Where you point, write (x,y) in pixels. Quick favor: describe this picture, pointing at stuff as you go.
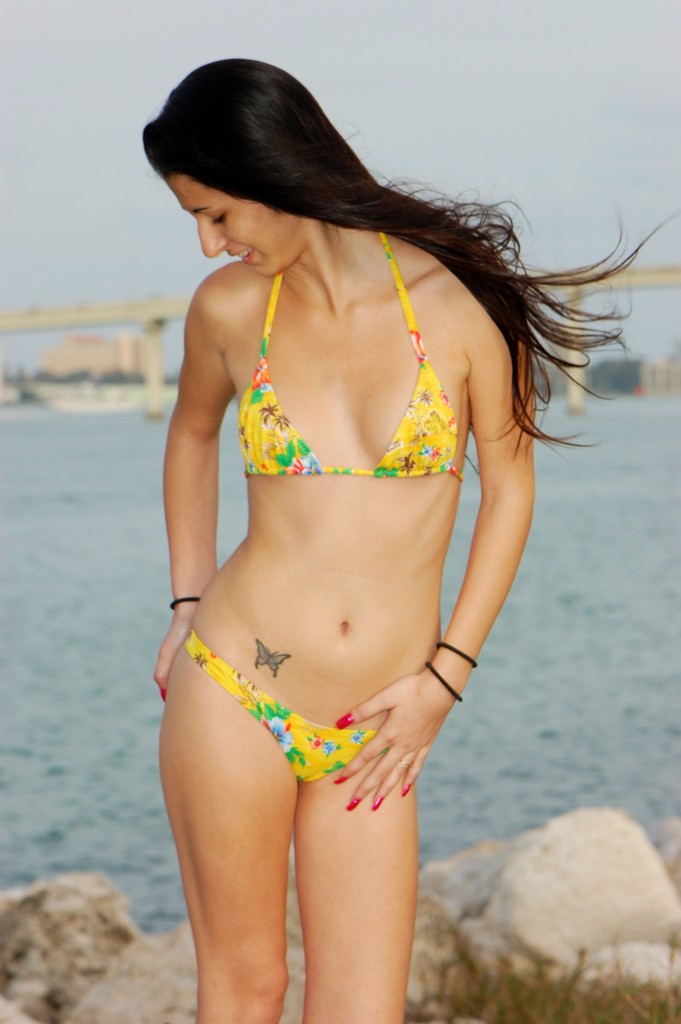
In this image we can see a woman (318,345) standing on the ground (428,1009). In the background (155,594) we can see bridge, sky (177,351), water (128,461), buildings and rocks (522,867).
